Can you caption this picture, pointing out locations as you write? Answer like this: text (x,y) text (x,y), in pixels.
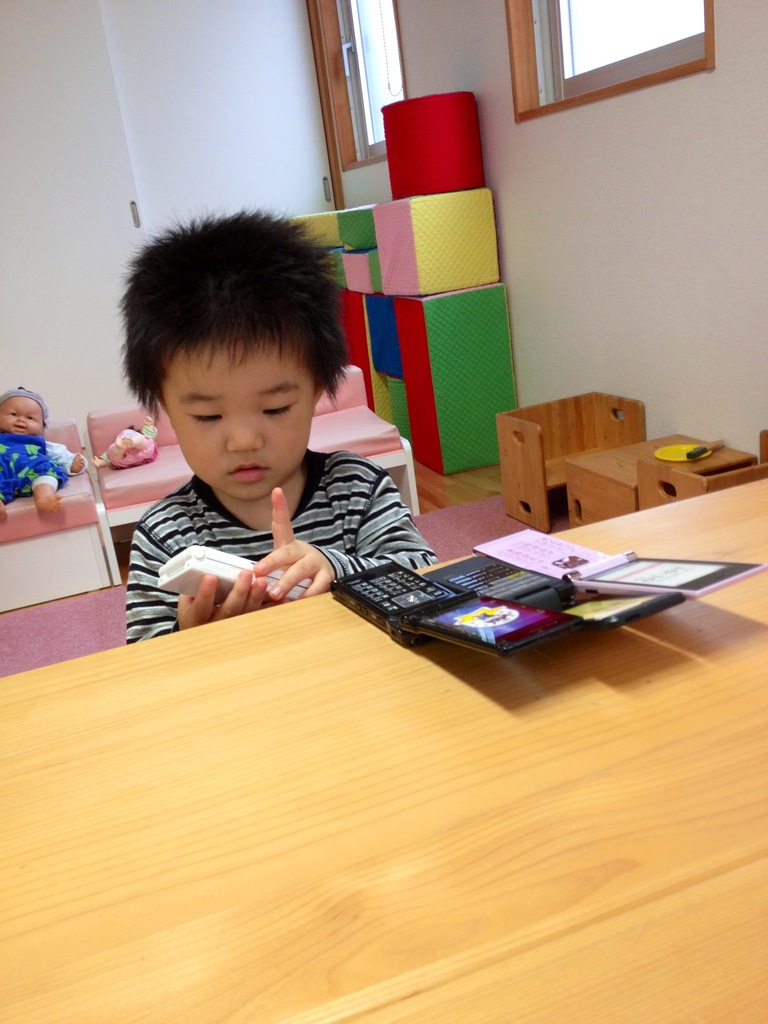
Here we can see a kid (142,572) with a mobile phone (201,562) in his hand (287,509) and there are mobile phones (492,607) placed on the table (333,611) in front of him and behind him we can see a doll (10,406) and there are chairs (155,471) present and there are boxes (443,145) present here and there are Windows (366,56) present.
